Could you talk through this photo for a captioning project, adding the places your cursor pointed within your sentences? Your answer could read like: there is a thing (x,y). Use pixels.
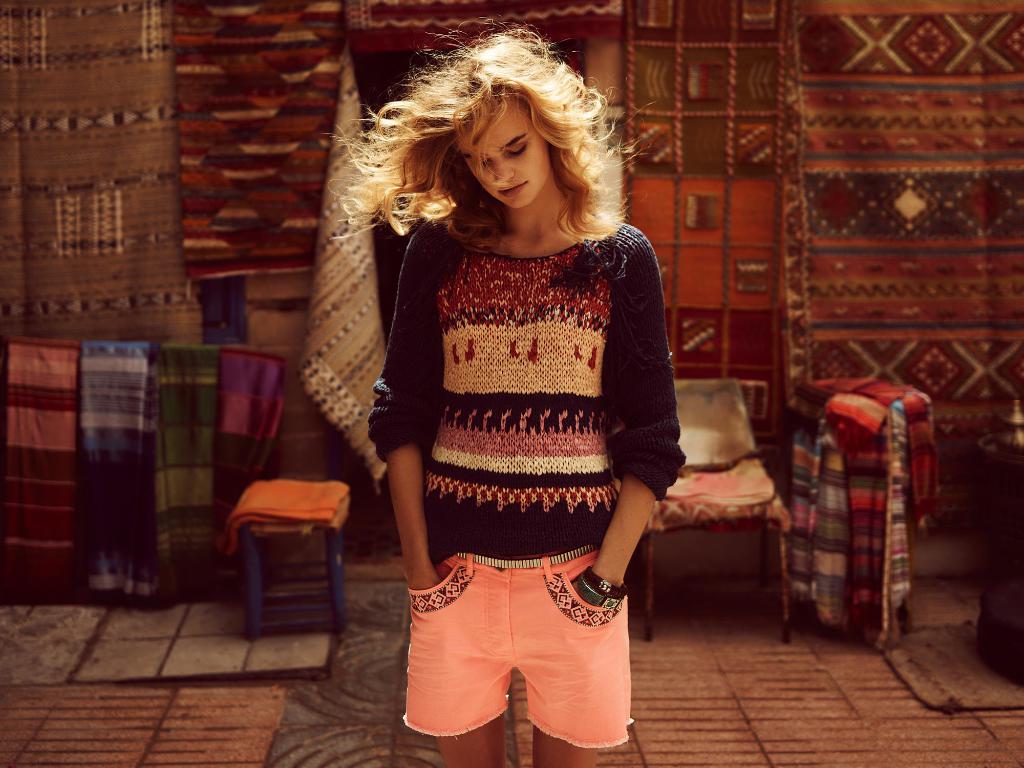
In this image i can see a woman (458,469) standing with her hands (599,566) in the pocket (564,591) of her shorts (537,603). she is wearing a sweater (532,375), and in the background (226,368) i can see a clothes (175,335) and chairs (712,481).
